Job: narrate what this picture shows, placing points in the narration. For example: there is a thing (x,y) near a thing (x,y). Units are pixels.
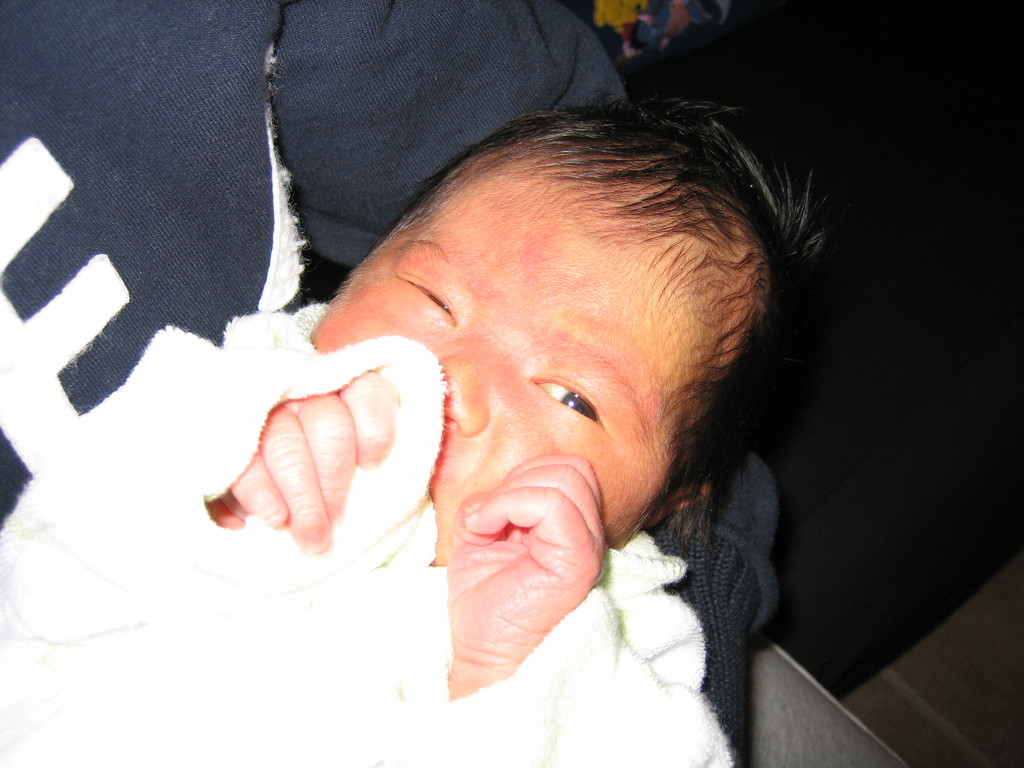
In the foreground of this picture (201,181) there is a person (281,96) holding a baby (450,278) and the baby (567,756) is wearing a white color dress (380,521). The background of the image is very dark and we can see there are some objects (687,15) in the background (662,22).
